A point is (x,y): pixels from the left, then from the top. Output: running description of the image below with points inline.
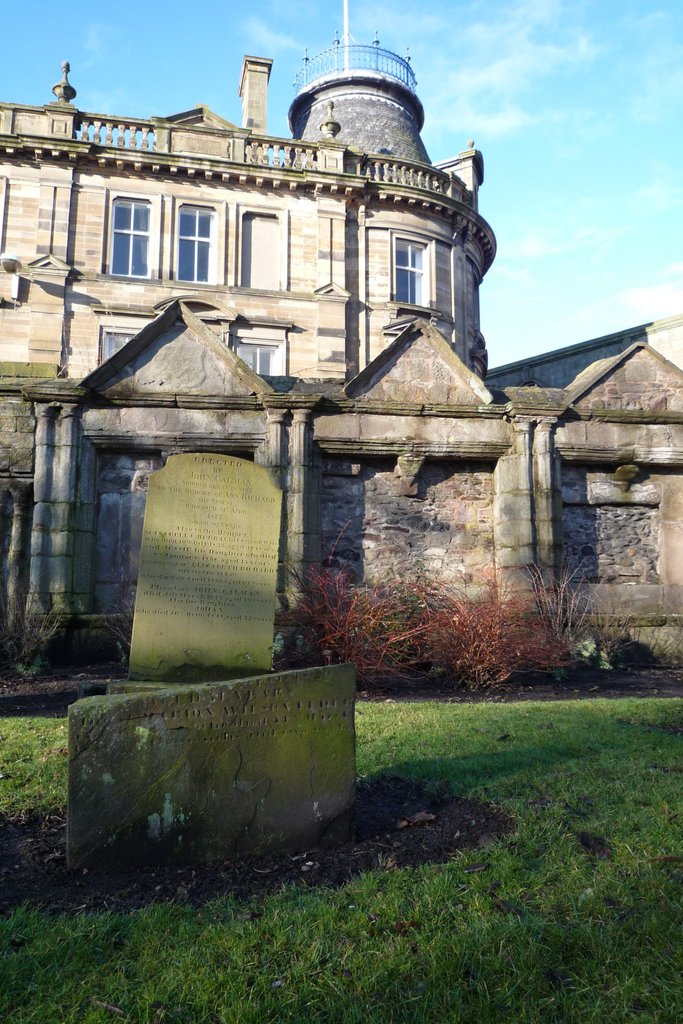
At the center of the image (353,475) there is a building (333,476), in front of the building (393,439) there are some plants (336,642) and there are stones (268,807) are placed on the surface (493,898) of the grass (540,939). In the background (534,143) there is a sky (530,273).
